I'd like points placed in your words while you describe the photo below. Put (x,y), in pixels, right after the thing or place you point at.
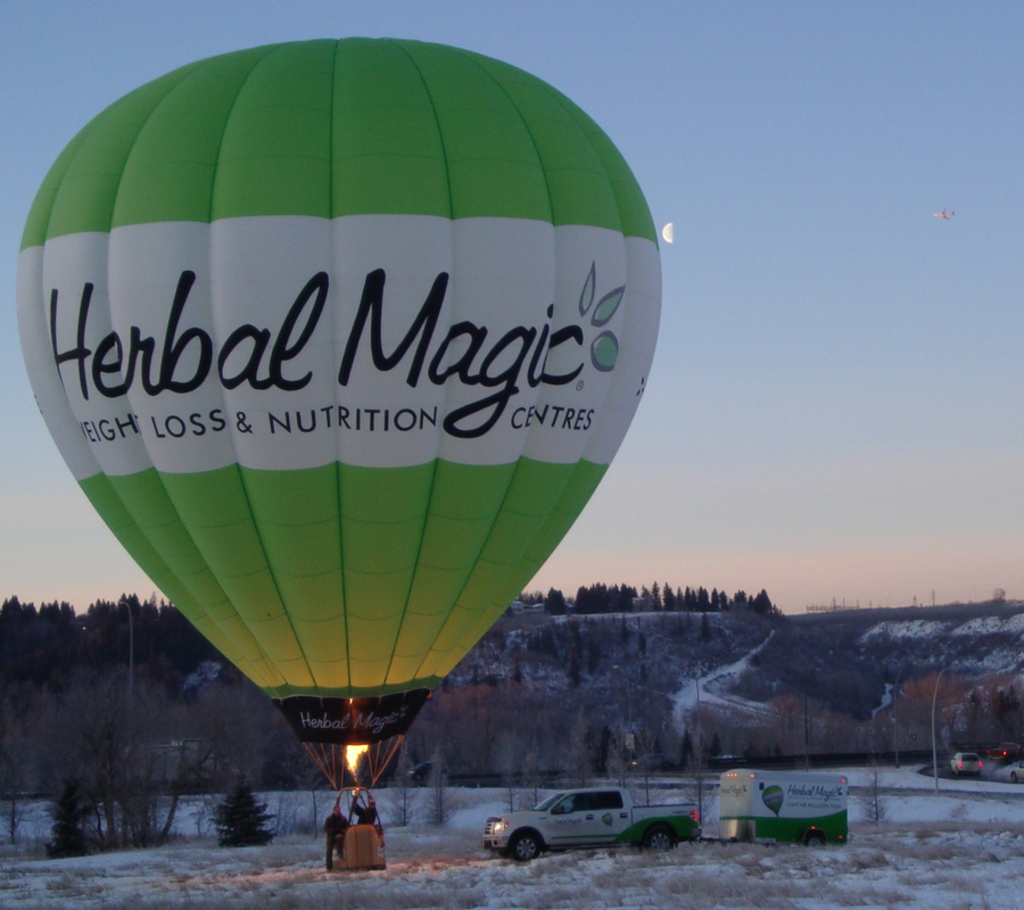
In the center of the image (374,534) we can see a hot air balloon (398,556) and there are people (330,837) in it. At the bottom (532,846) there are vehicles (730,819) and we can see snow (708,885). In the background (663,752) there are trees (39,636) and sky (773,253).
